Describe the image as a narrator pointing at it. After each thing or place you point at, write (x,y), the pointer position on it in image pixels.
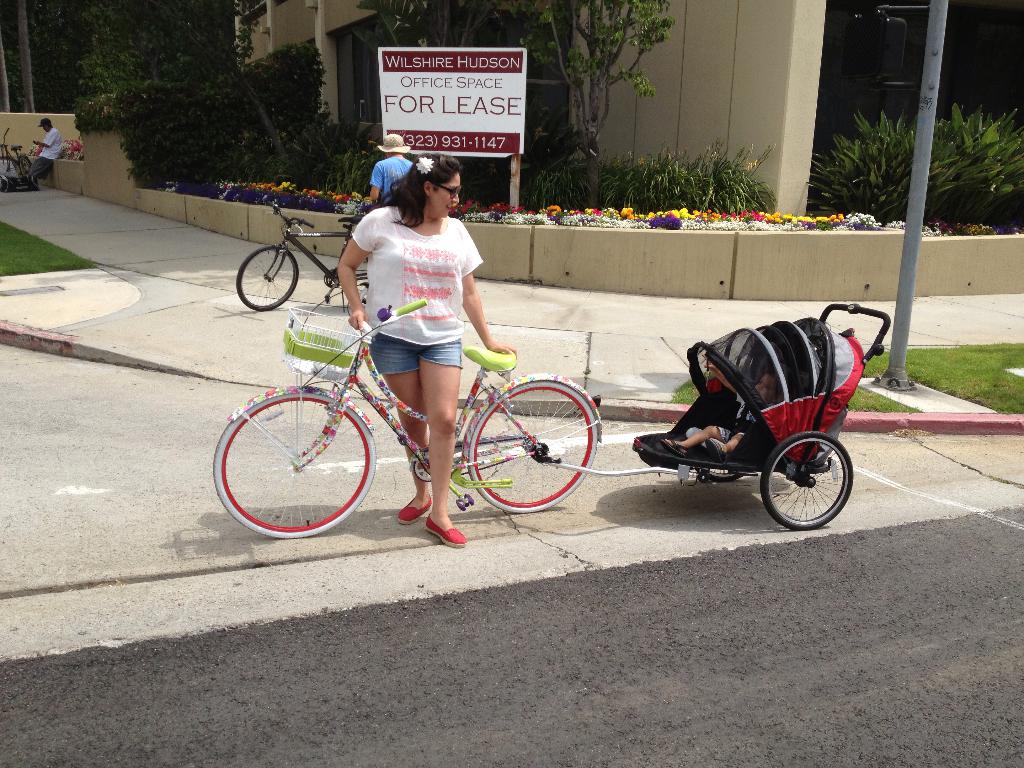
In this image there is a road (632,680) at the bottom (624,619). There is a person (34,173), bicycle (17,160), there is grass (46,258), there are trees (58,47) on the left corner (45,166). There is grass (964,381), there is a metal pole (920,137), there are plants (859,134) on the right corner (950,182). There are people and vehicles (311,443) in the foreground (517,378). There is a board (485,134) with text (418,133), there are plants (368,156), flowers (924,230), trees (471,3), there is a building (656,65) in the background (622,101).
